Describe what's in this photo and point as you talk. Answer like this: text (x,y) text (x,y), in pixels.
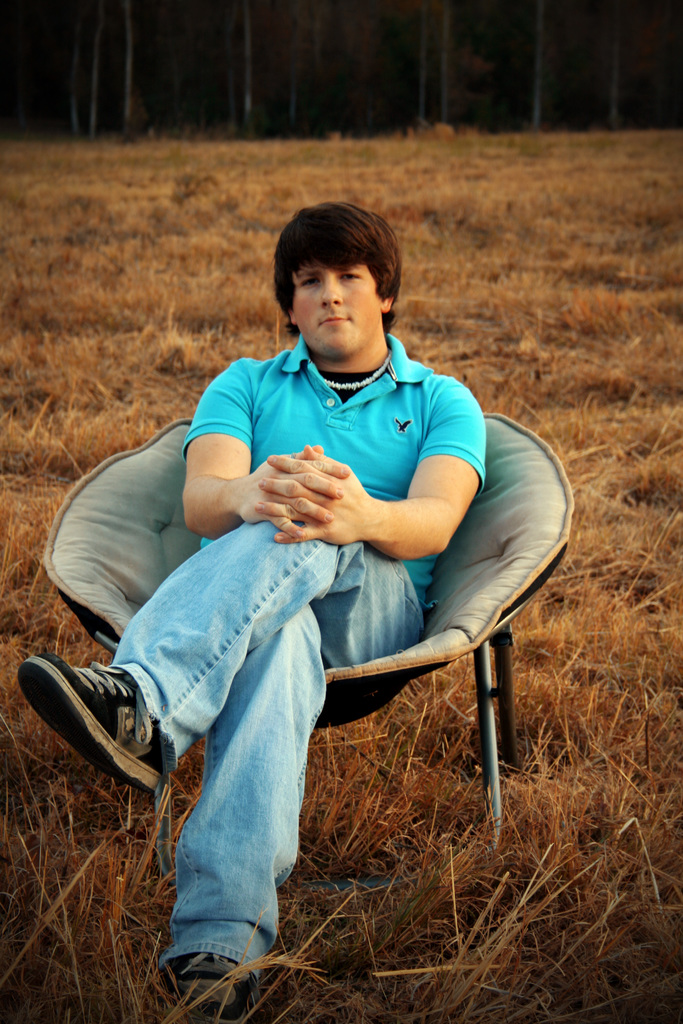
In this image I can see a person (180,726) sitting and the person (257,361) is wearing blue shirt (412,382) and blue pant (319,579). Background (617,247) I can see the dried grass (77,362) in brown color.
